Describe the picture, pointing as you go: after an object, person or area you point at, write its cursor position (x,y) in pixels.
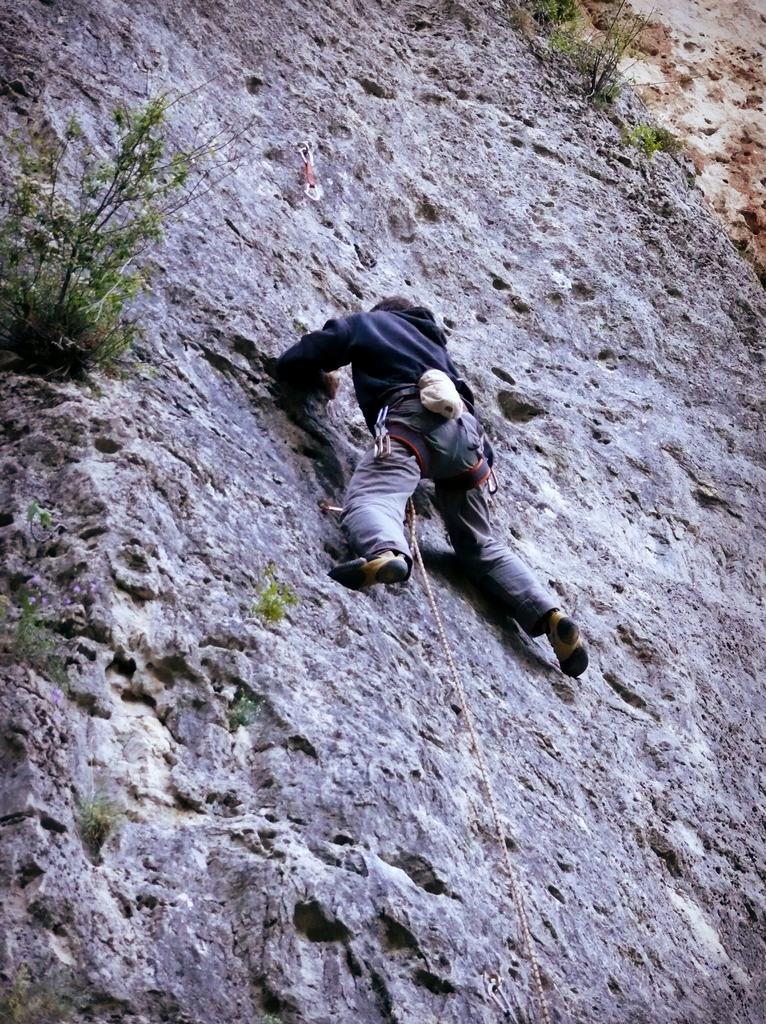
In this image we can see a person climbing the mountain (278,295) and we can see some plants (29,619).
